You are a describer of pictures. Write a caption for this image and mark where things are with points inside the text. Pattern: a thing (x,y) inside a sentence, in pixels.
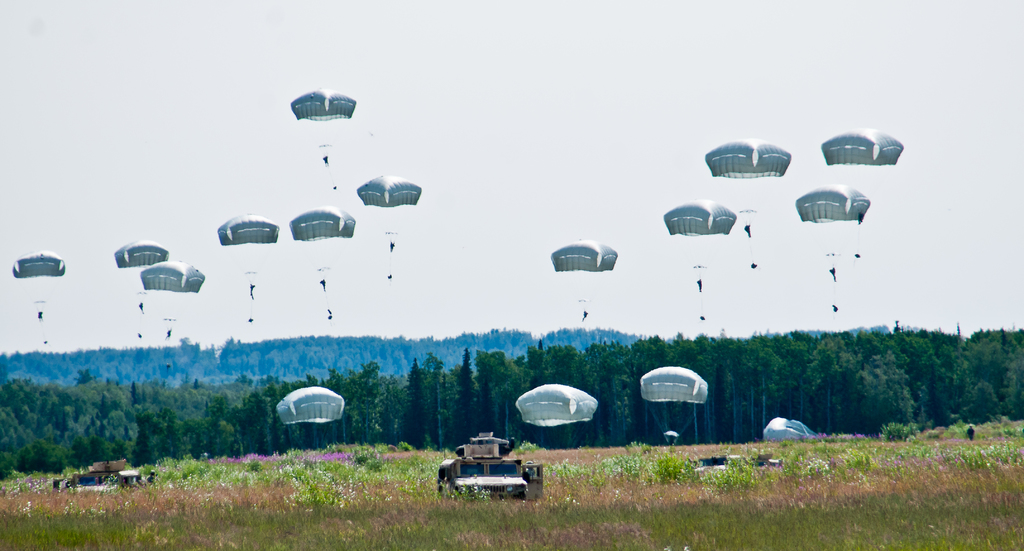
In this image there are vehicles (477,475), on a grassland (716,520) and there are plants (651,466), in the background (41,425) there are trees (384,381) and the sky (404,296) and few people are parachuting.
